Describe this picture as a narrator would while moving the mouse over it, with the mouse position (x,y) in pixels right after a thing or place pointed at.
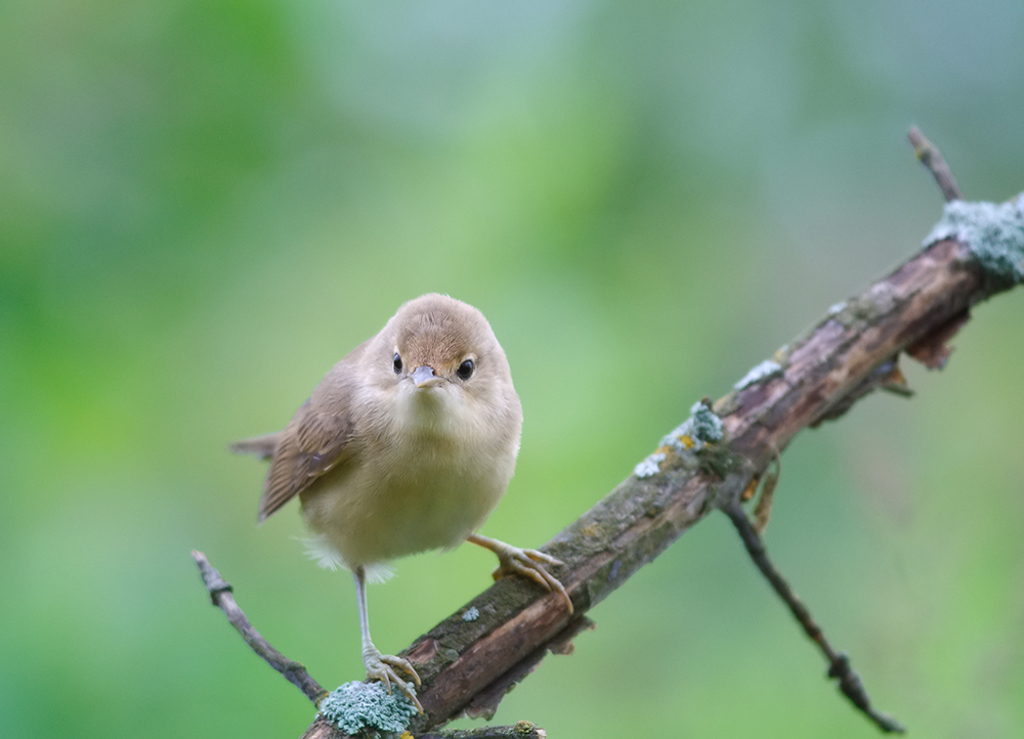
In this image there is a sparrow (360,483) on a stem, in the background (594,476) it is blurred.
